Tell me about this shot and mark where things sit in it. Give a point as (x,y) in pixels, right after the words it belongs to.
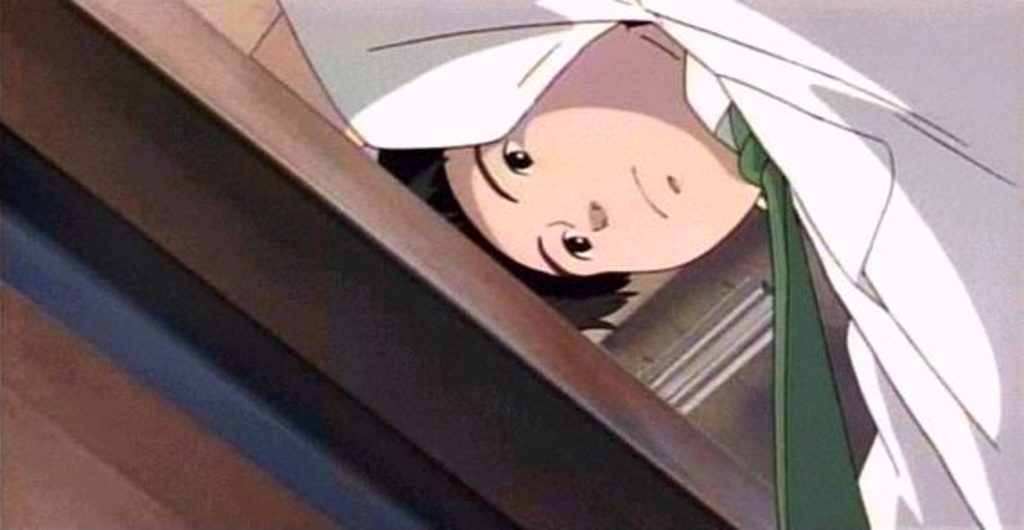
This is a cartoon image of a boy (823,177), who is wearing white color shirt (894,209) with green tie (813,427).
